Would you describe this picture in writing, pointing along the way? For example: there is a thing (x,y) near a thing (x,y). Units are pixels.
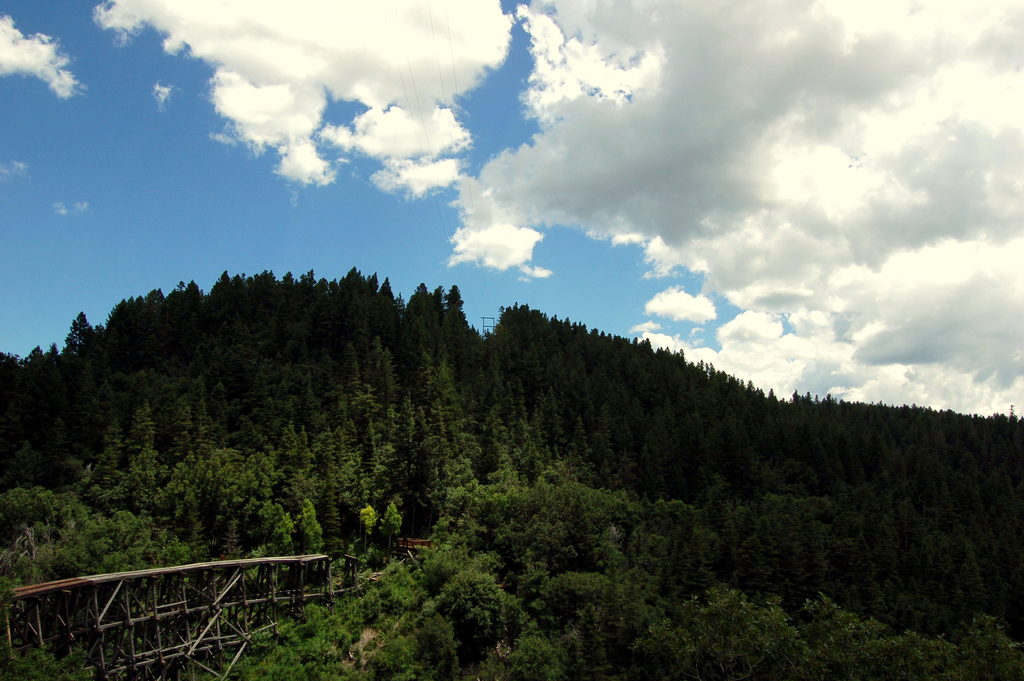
There are plenty of trees (324,532) and in between the trees (735,606) there is a wooden bridge (194,602) and in the background (354,196) there is a sky (363,248) and clouds (558,211).
